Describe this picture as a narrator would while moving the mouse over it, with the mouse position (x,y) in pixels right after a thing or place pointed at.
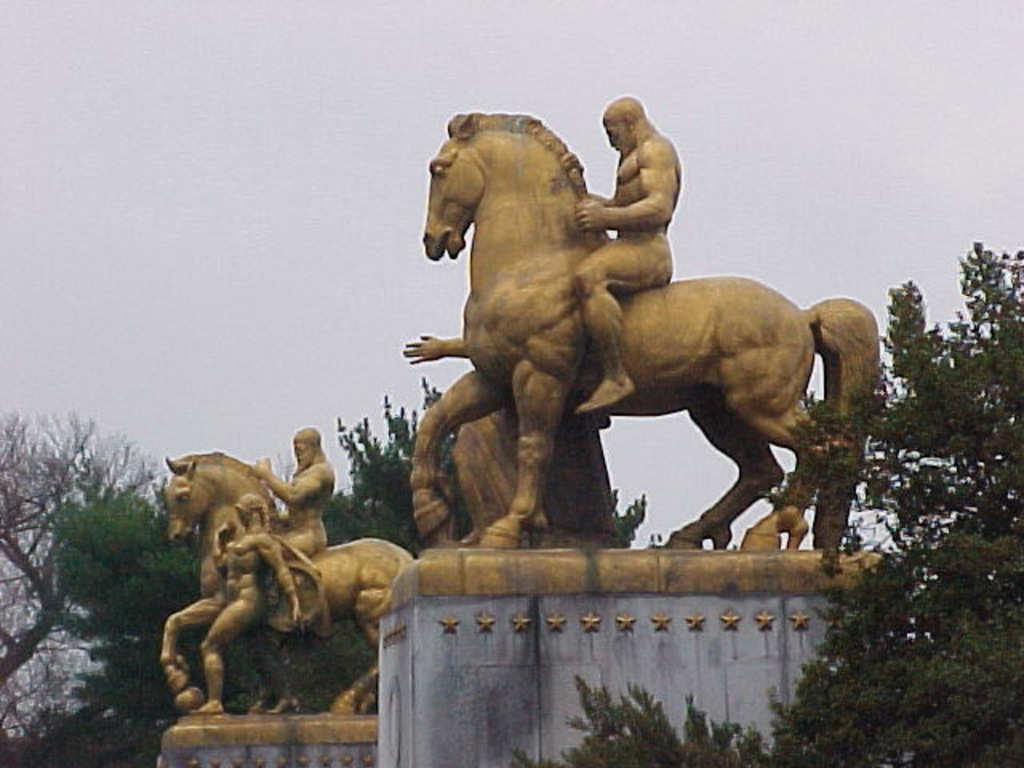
In this picture there are two statues (659,170) of horse (516,153) and man (646,147) sitting on it and another statue (300,441) it has a person (305,447) riding a horse (237,467) and a person (222,630) standing beside them, in the background (231,689) there are trees (1013,478) and the sky (185,143) is clear.
